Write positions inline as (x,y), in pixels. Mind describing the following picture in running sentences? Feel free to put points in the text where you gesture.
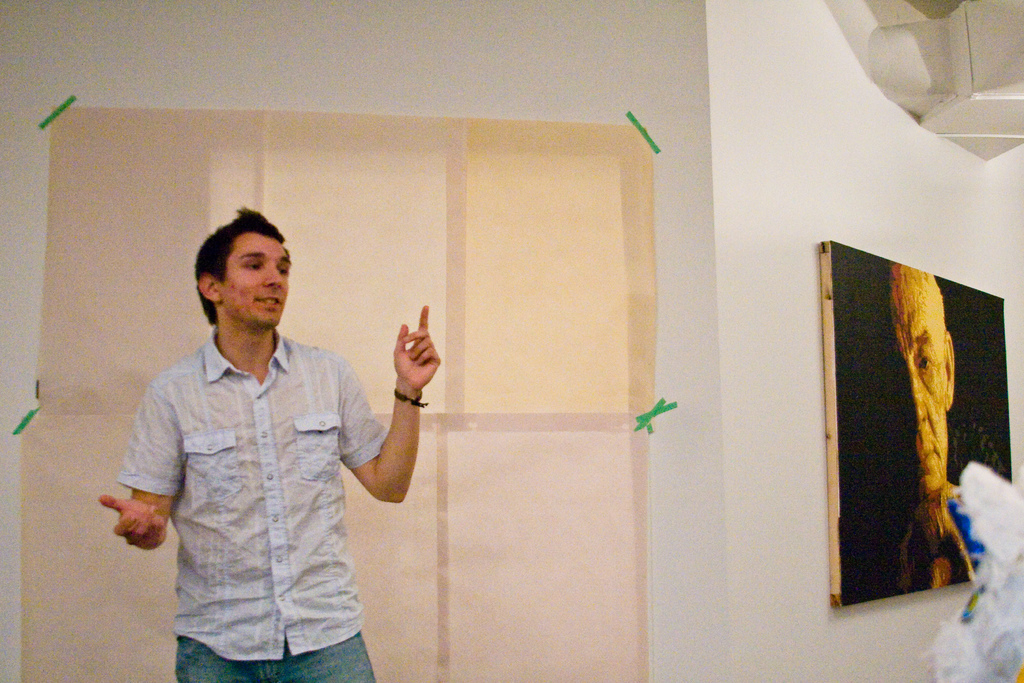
In this picture we can see a man (212,626) standing and smiling and in the background (866,294) we can see a frame (1000,313) on the wall (714,191).
